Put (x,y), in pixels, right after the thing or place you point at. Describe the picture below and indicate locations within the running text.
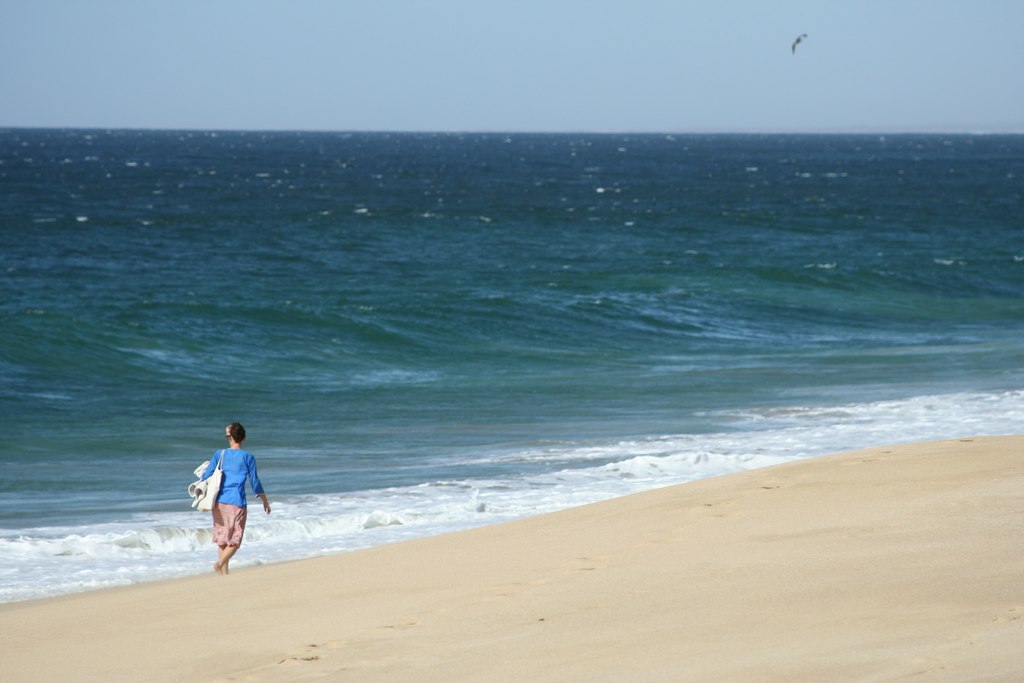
In this image we can see a woman (236,547) wearing a bag (203,500) holding a cloth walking on the seashore (361,552). We can also see a large water body (552,320) and the sky (534,119).
